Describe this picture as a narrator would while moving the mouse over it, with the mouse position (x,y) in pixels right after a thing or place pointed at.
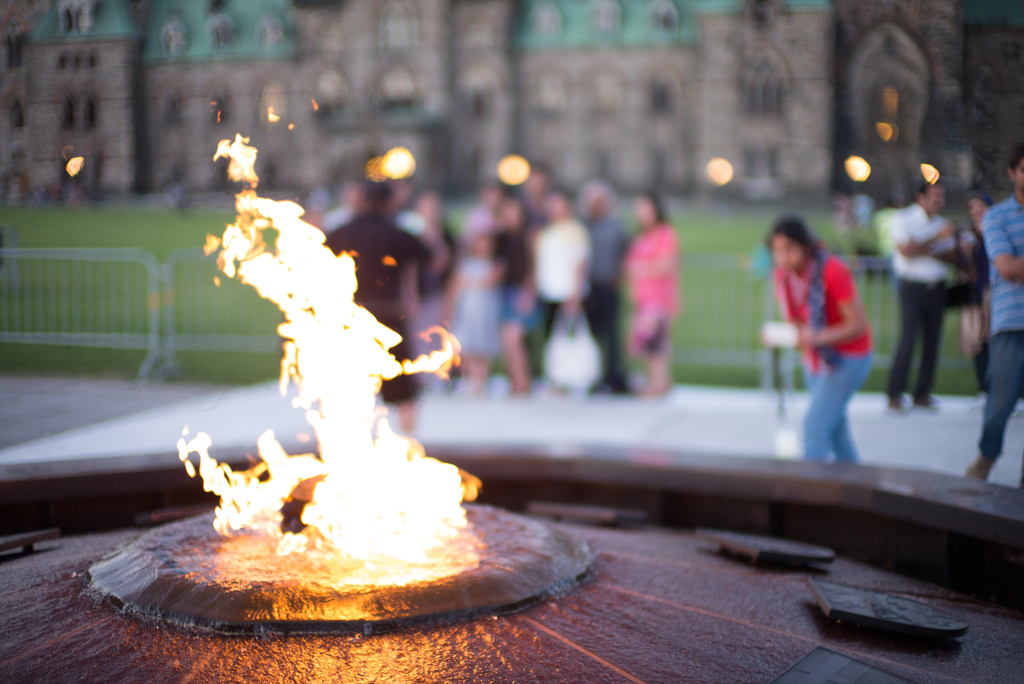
In this image I can see fire (290,212). Background (159,216) I can see few persons (514,345) standing, grass (724,241) in green color, few lights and I can also see few buildings (455,81).
